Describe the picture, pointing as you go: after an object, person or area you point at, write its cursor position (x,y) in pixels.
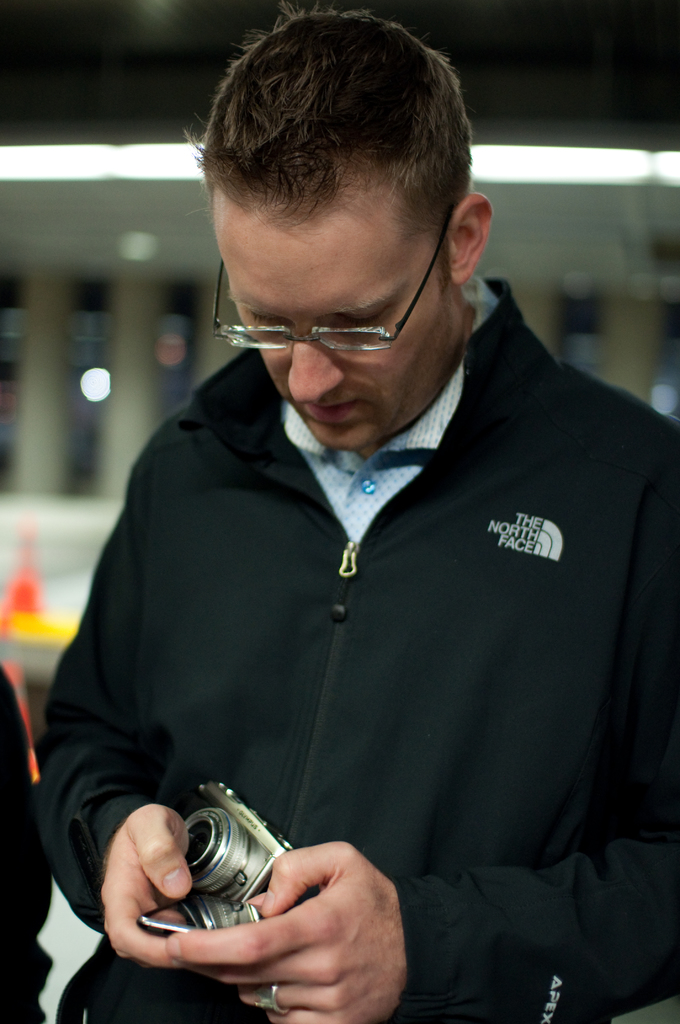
In this image we can see a man (337,444) wearing specs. He is holding camera (256,888) and a mobile (220,914). In the background (127,469) it is blur.
